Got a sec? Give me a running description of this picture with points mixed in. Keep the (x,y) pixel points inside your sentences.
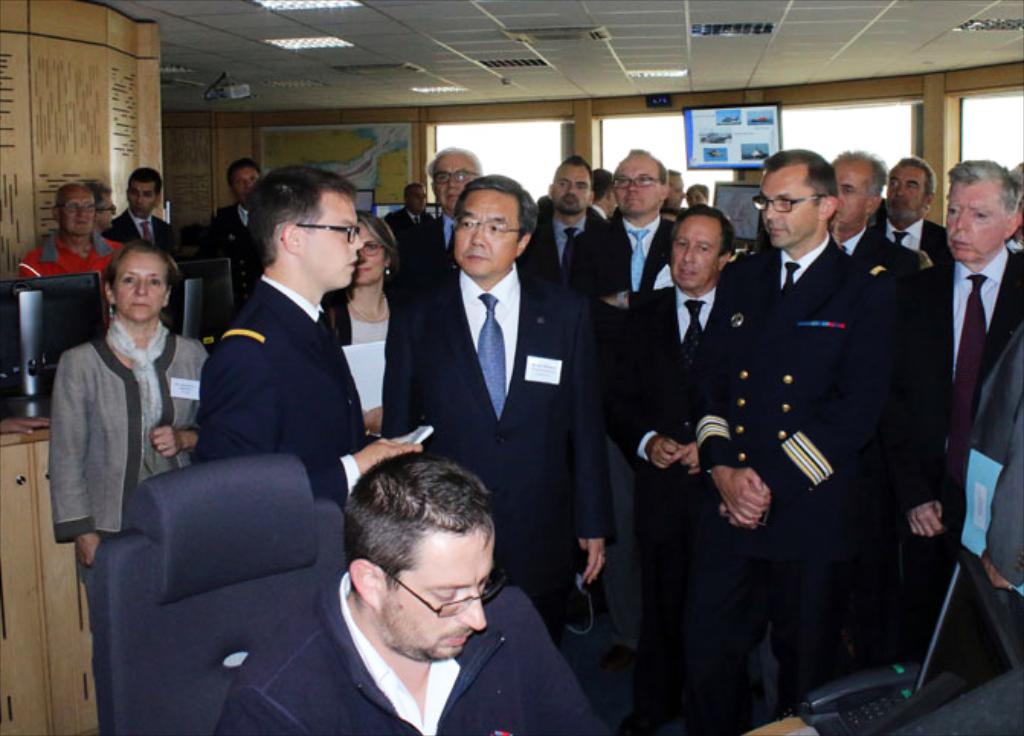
This is an inside view of a room (283,639). At the bottom of the image (387,690) I can see a man (347,666) is sitting on the chair (164,656). In front of him there is a table (784,722) on which a telephone (826,688) is placed. At the back of this person (329,623) many people (433,381) are standing and looking at one person (299,306) who is standing on the left side (259,350). In the background (126,135), I can see a wall (215,153) and windows (485,146). There is a screen (726,140) is attached to the wall (200,150). On the top (337,42) I can see the lights (302,42).
